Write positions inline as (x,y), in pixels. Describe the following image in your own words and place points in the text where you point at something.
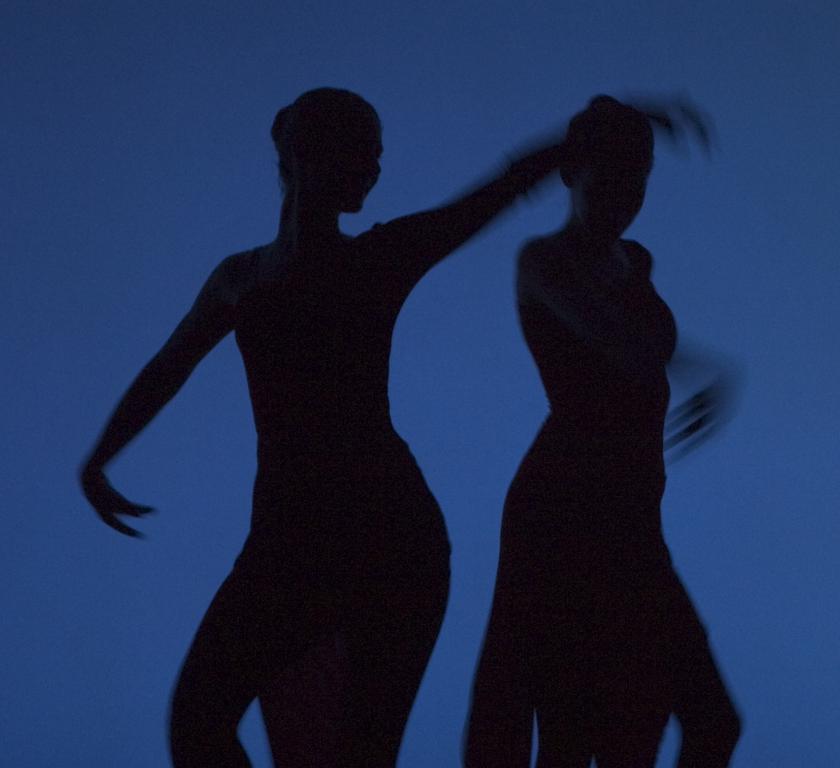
In this image there are persons (529,492) dancing.
